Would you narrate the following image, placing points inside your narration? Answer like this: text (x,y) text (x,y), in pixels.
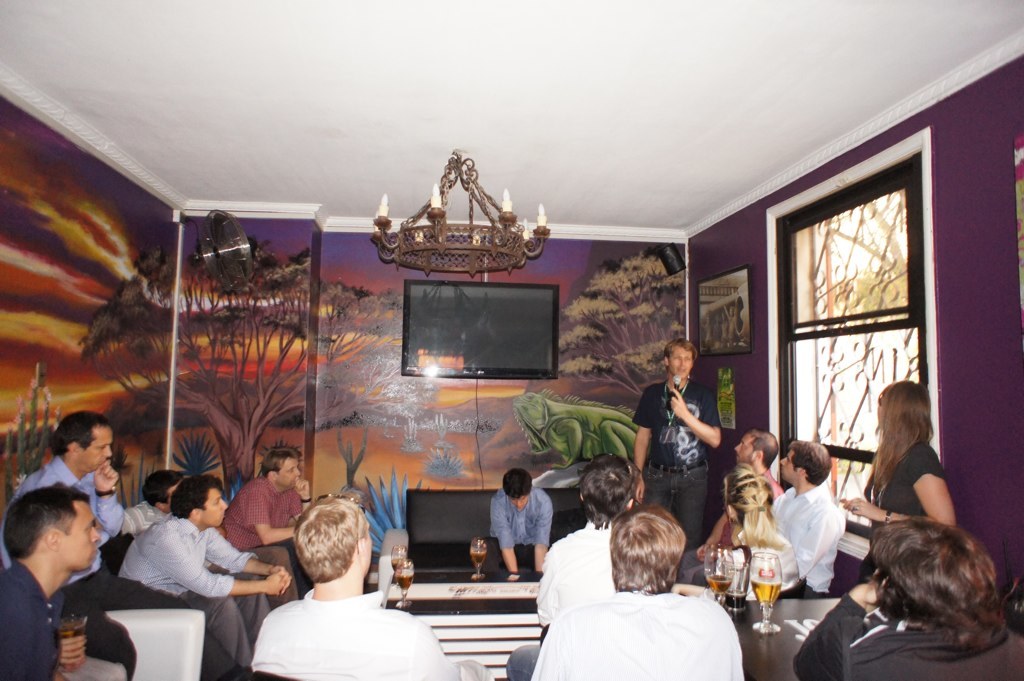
In this picture we can see a decorative wall (649,326), windows (866,268). This is a television (450,305), ceiling (599,91) and a ceiling lamp (511,232). Here we can see few persons (275,593) sitting on chairs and listening to the speech given by this person (687,420) and this man (671,417) is holding a mike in his hand (685,410). Here we can see table (459,599) and on the table (782,622) we can see glasses (765,582) in which there is drink (771,594).
